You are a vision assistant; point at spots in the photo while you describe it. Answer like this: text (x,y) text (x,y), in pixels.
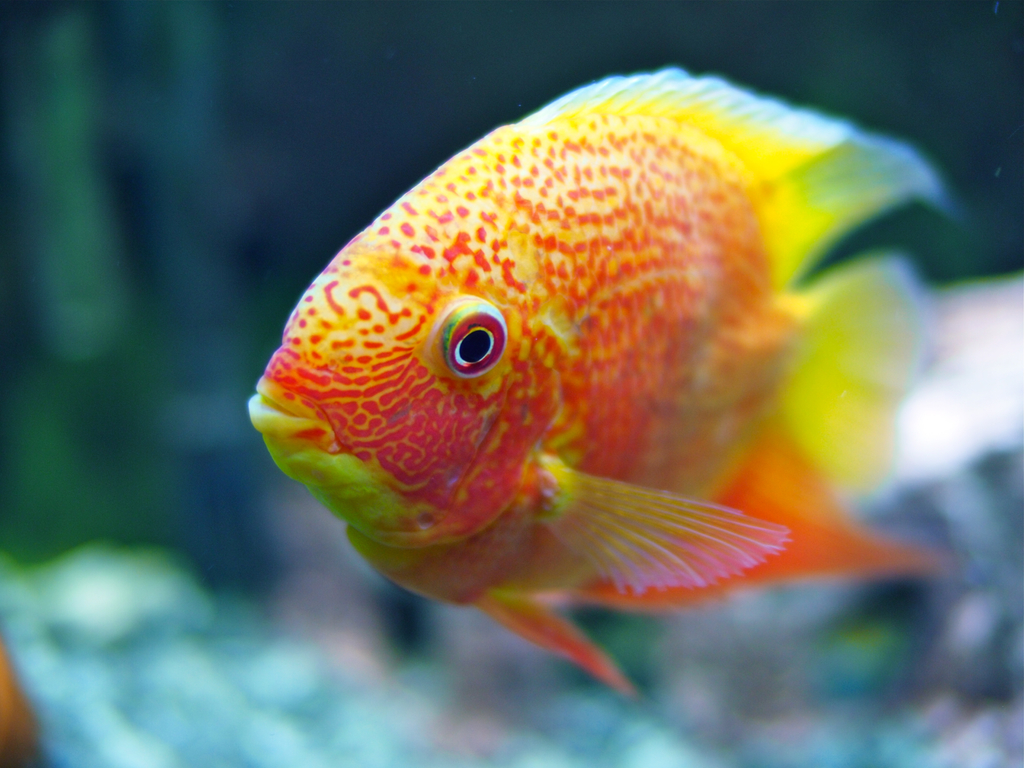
In this image there is a fish (563,331) which is in orange and yellow color shade.
